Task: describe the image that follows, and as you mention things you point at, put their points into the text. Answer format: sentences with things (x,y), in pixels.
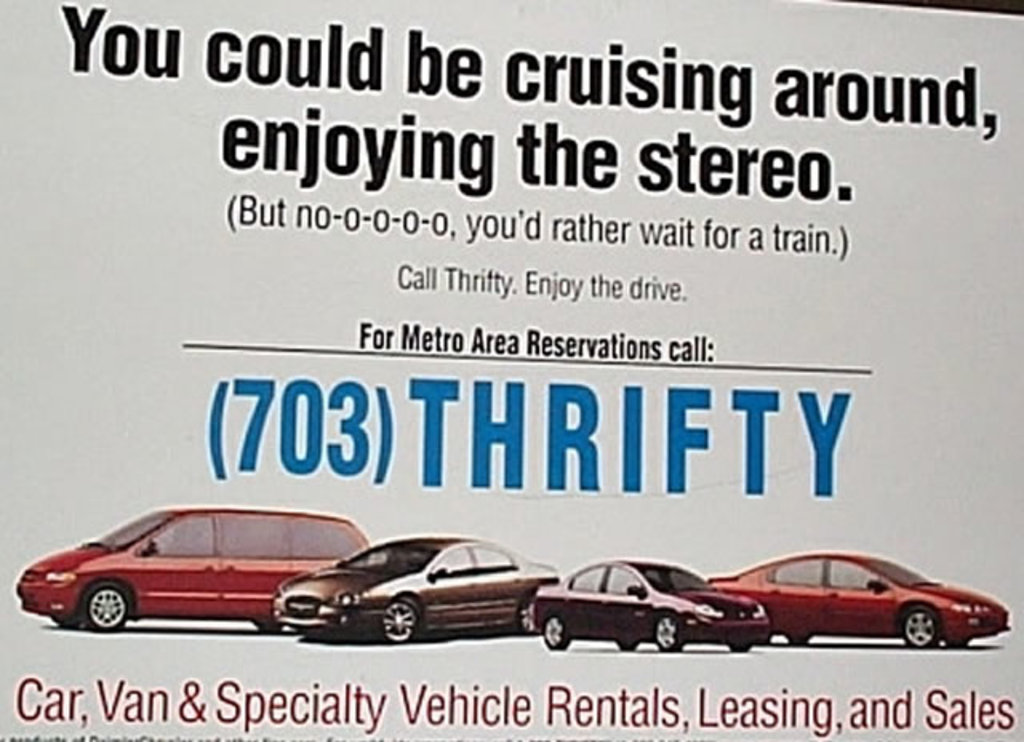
In this image, we can see a poster (459,330) with some images (400,640) and text (630,442).
